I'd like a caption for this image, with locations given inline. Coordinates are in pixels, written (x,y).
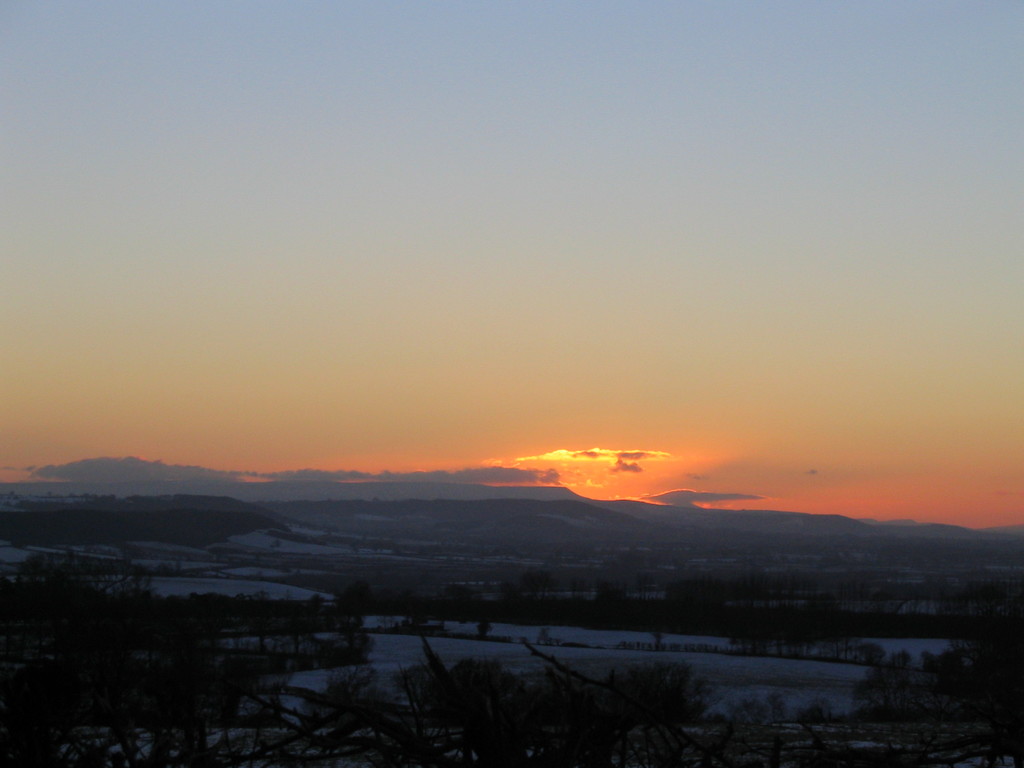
In the picture we can see some plants (694,752) and snow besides and in the background (311,483), we can see a hill (527,547) and sky (559,467) with sunshine (598,467).
